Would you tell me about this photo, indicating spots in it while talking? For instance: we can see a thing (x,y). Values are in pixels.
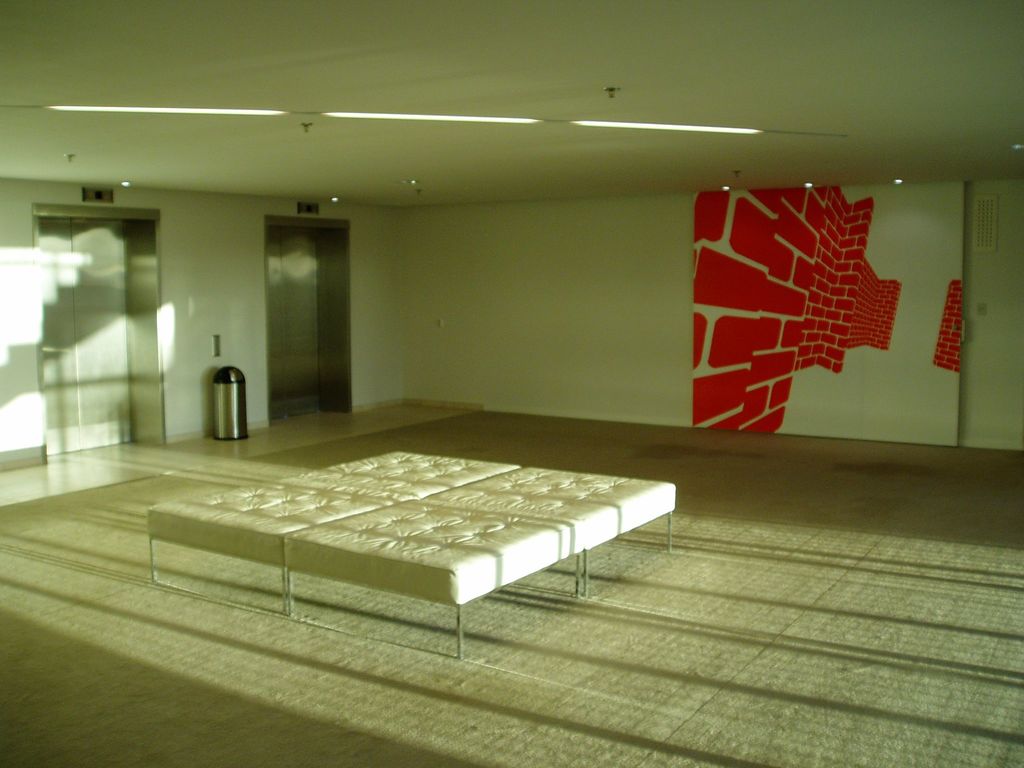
In this image we can see bench (431,487) on the floor (738,698), here we can see the wall art (785,332), lift lobby (371,373), trash can (223,421) and ceiling lights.
